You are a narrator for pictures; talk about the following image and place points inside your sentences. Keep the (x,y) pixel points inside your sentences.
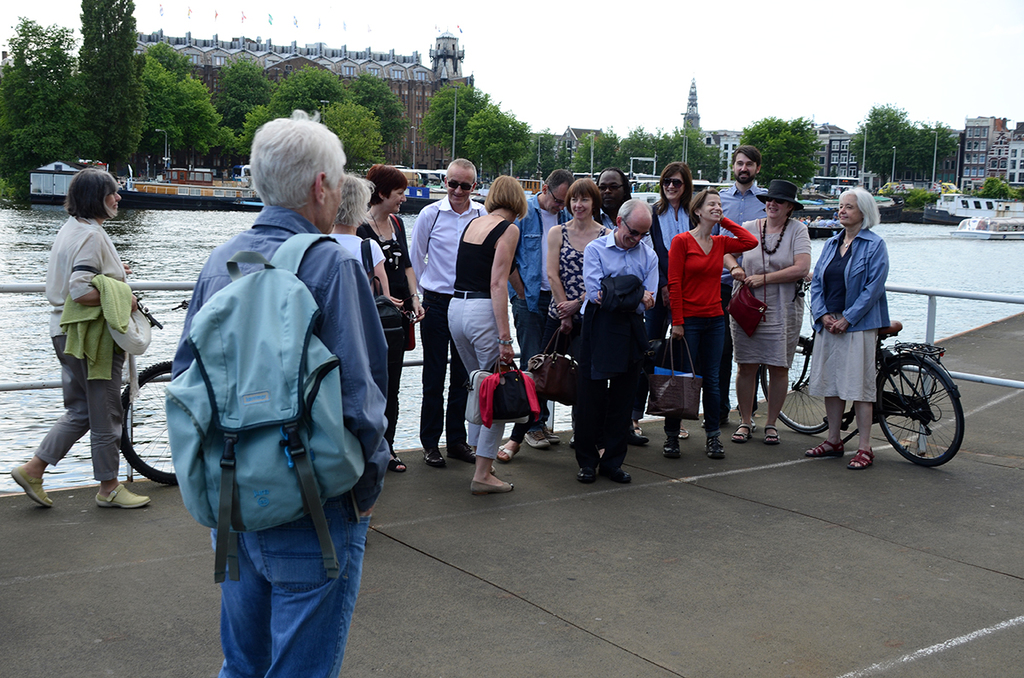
This picture is clicked outside. In the center (456,414) we can see the group of persons (636,281) and a bicycle (918,398) parked on the ground (941,515). On the left (85,342) we can see the two persons (295,567) walking on the ground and we can see the sling bag (738,302). In the background (945,293) we can see the metal rods (945,293), water body (947,274) and there are some objects (961,227) in the water body (929,250) and we can see the sky (529,46), buildings (736,131), trees (914,156), poles (412,141) and some other objects (715,183).
